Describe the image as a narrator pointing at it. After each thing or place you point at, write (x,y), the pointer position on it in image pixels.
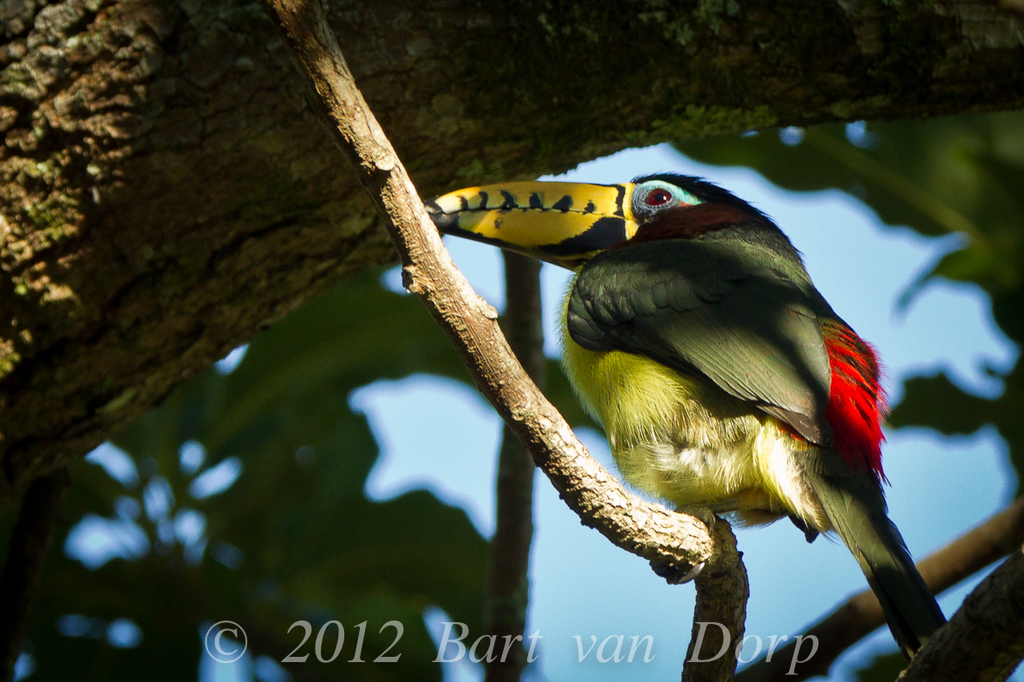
In the center of the image (540,229) there is a bird (702,377) on the branch (503,335) of a tree (500,374). In the background (852,278) there is a sky (822,279).
